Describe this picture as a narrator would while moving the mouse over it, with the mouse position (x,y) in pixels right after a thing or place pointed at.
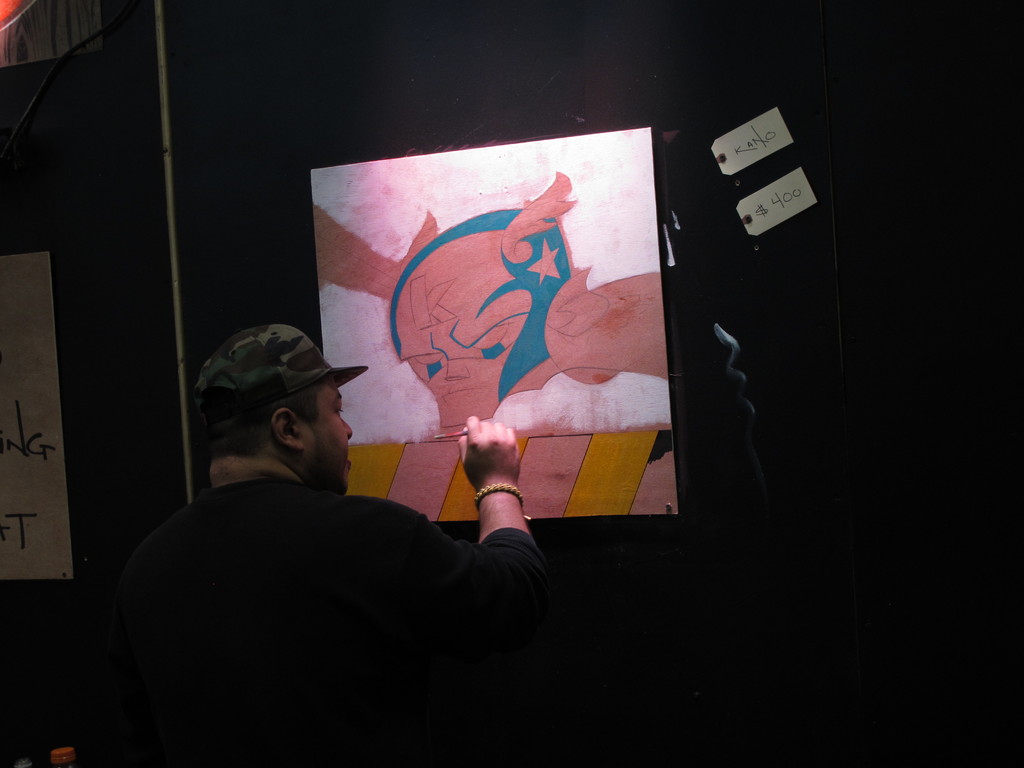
In this picture there is a man (456,542) on the left side of the image (259,440) and there is a poster (596,340) in front of him, it seems to be he is painting and there is another poster (7,483) on the left side of the image (3,498).
